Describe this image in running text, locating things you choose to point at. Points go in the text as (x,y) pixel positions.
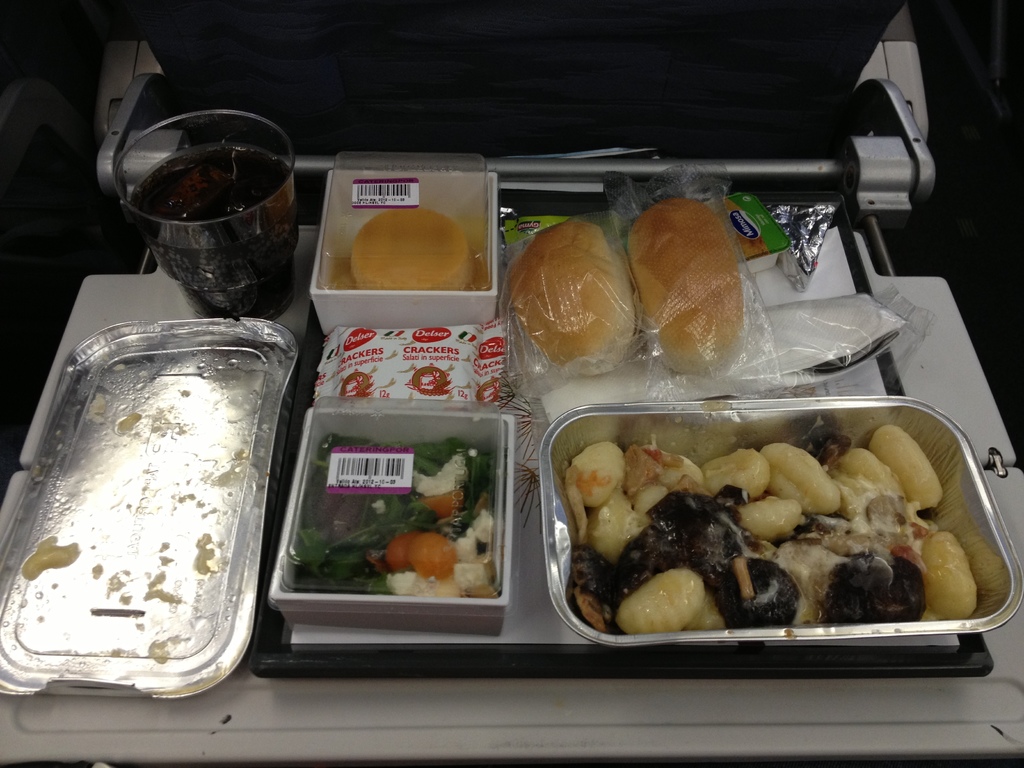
In this picture we can see a tray (510,676), there are some boxes (498,462), covers (709,315) and packets (665,257) in this tray (601,319), on the left side (228,256) there is a glass of drink (255,285), we can see some food (709,348) present in these boxes (777,428).
